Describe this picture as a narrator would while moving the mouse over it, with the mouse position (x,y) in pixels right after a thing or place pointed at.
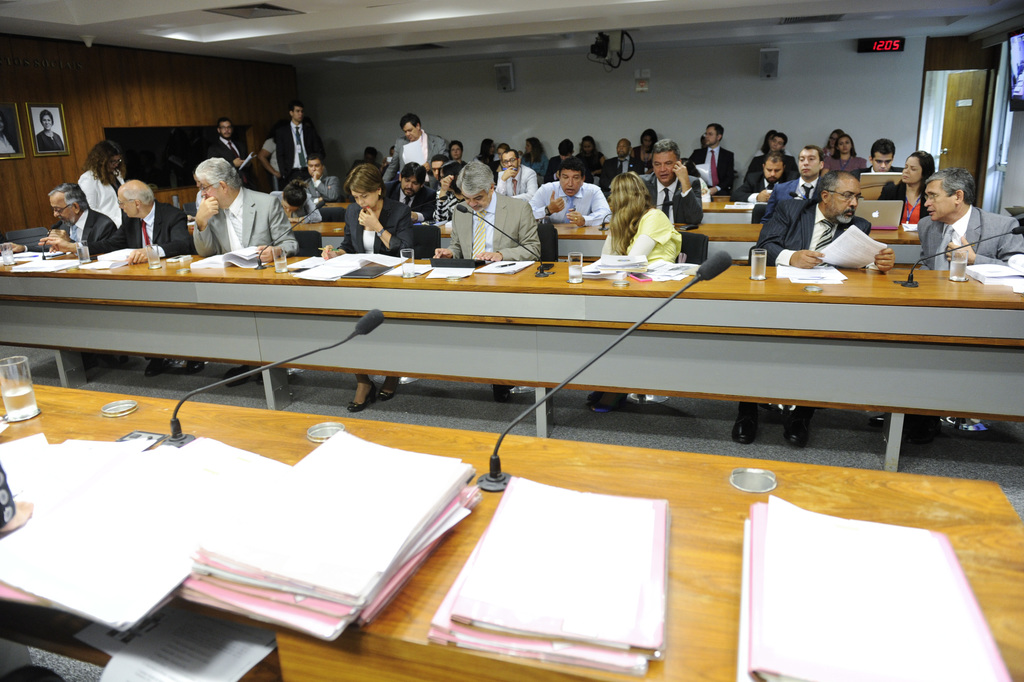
In this image i can see a number of people (967,187) sitting in chairs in front of a table (394,276). On the table (258,279) i can observe glasses (576,279) and papers (488,265). In the background (551,111) i can see a wall (570,111), a clock (887,51) and the door (972,131).
